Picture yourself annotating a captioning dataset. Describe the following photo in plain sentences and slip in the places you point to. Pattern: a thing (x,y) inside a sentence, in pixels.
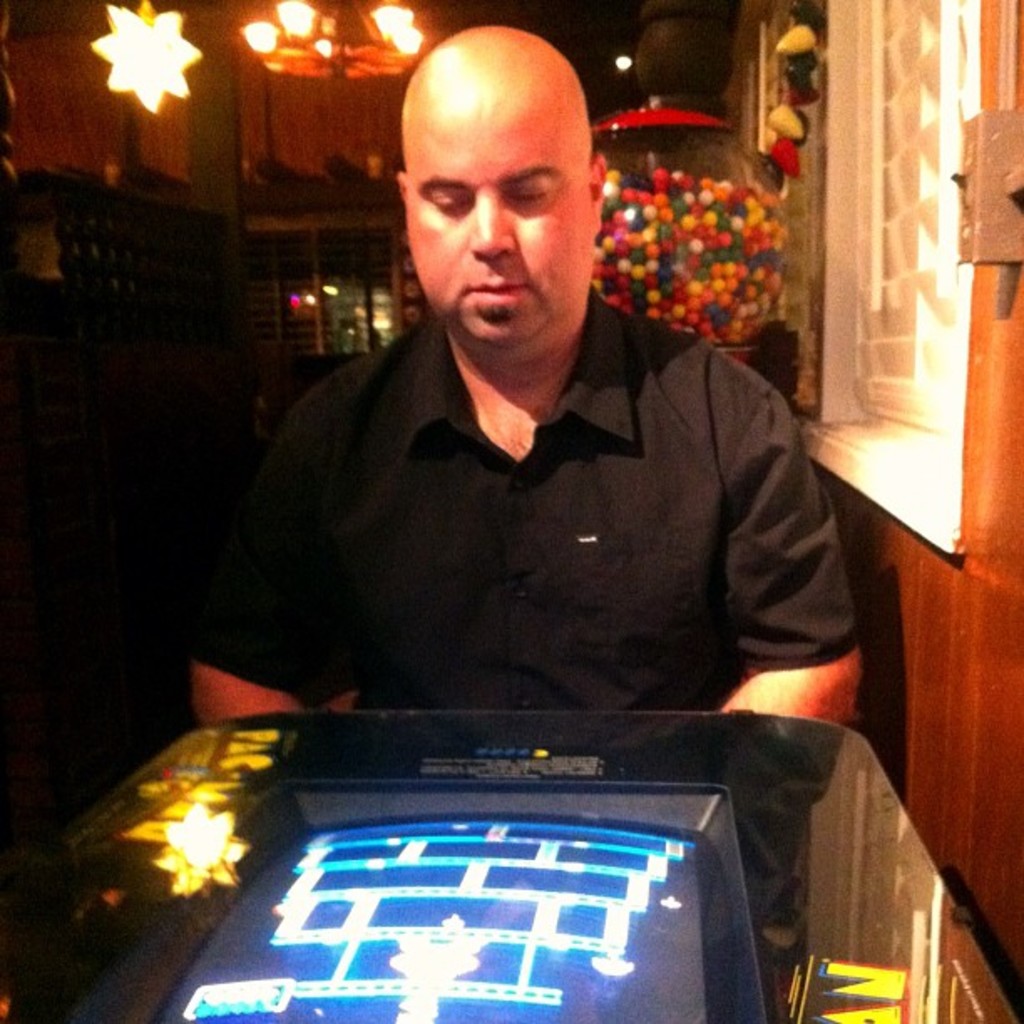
In this image I can see a person (545,435) wearing black color dress (548,587). In front (376,967) I can see a screen (475,986). Back I can see few lights (346,57) and a glass pot (665,169). We can see few ball (685,224) in the pot (687,233).
